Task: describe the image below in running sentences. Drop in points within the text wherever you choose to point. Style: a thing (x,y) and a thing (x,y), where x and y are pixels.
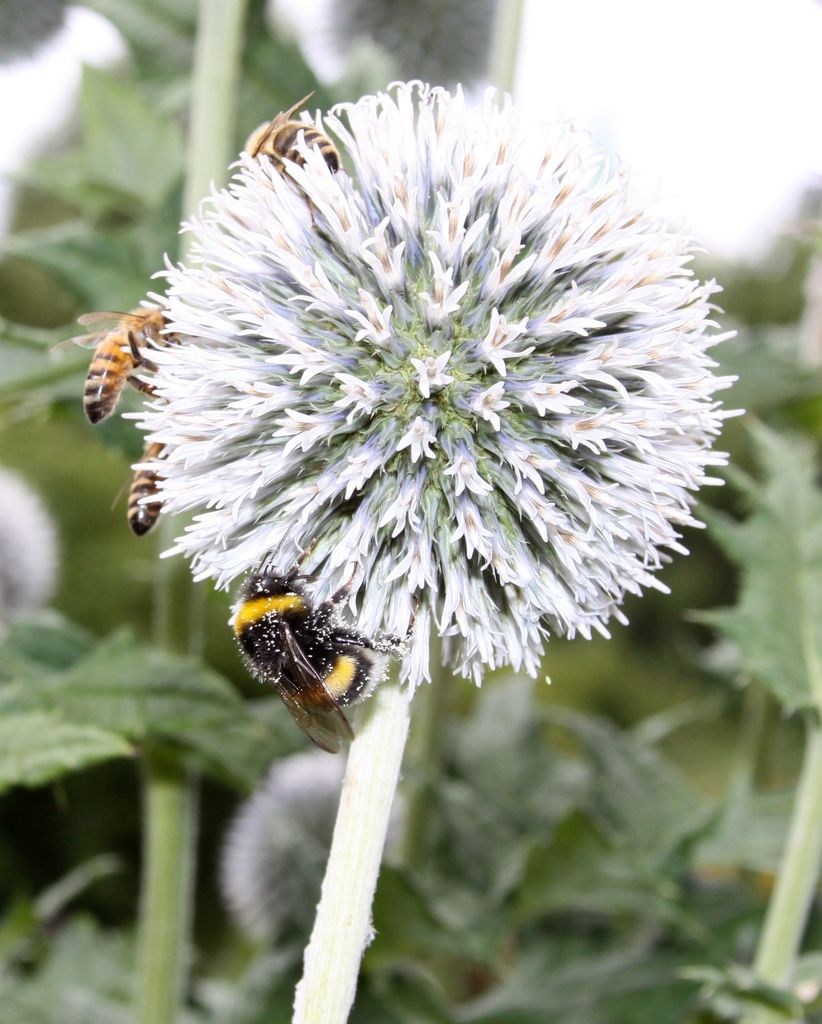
In this picture I can see a flower (345,344) in front (198,290), on which I can see 4 bees (302,633). In the background (143,601) I can see the leaves (785,566) and I see that it is blurred.
